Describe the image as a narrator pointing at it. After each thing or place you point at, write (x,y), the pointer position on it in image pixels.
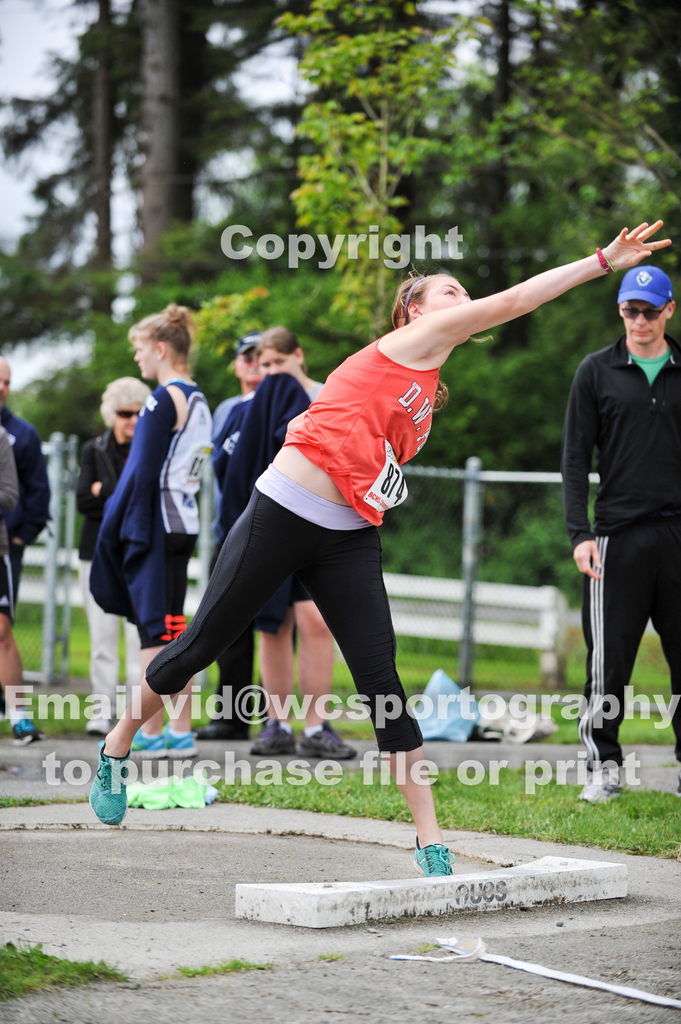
In the picture I can see people (355,501) standing on the ground (516,745). I can also see the grass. In the background (369,173) I can see trees (199,152) and the sky (61,28). Here I can see watermarks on the image.
